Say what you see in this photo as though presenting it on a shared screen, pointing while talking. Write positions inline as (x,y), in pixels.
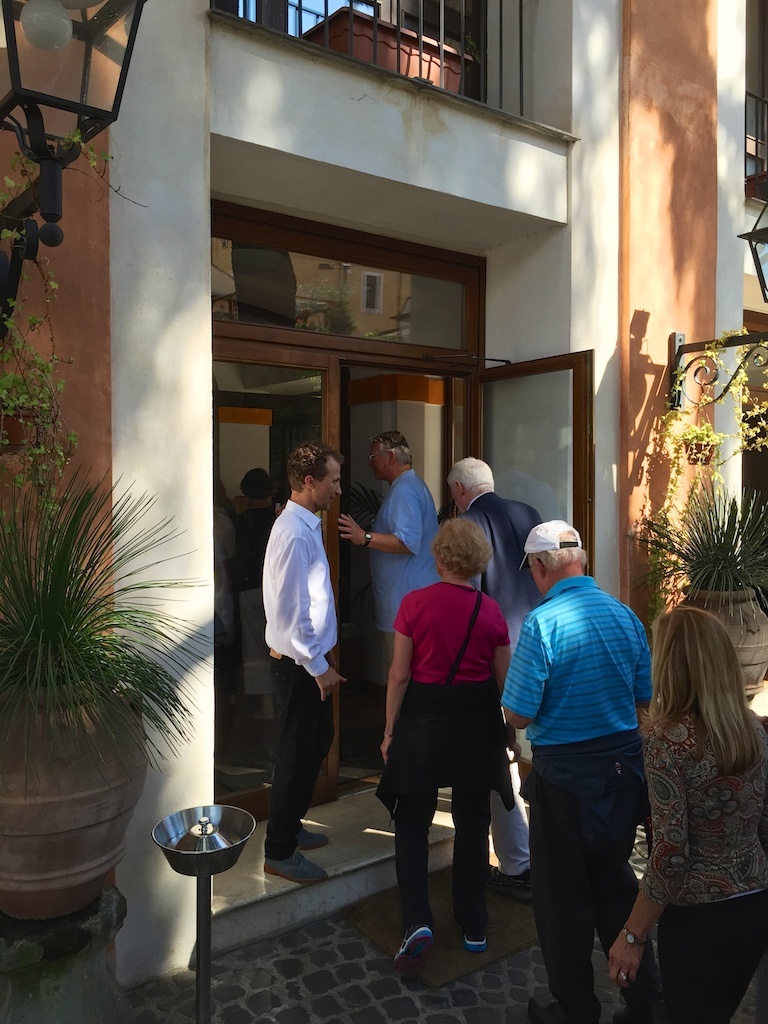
In this image there are group of people (419,955) standing, and there are plants (687,440), lights (12,55), iron grills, mat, buildings (682,69), door (468,362).
